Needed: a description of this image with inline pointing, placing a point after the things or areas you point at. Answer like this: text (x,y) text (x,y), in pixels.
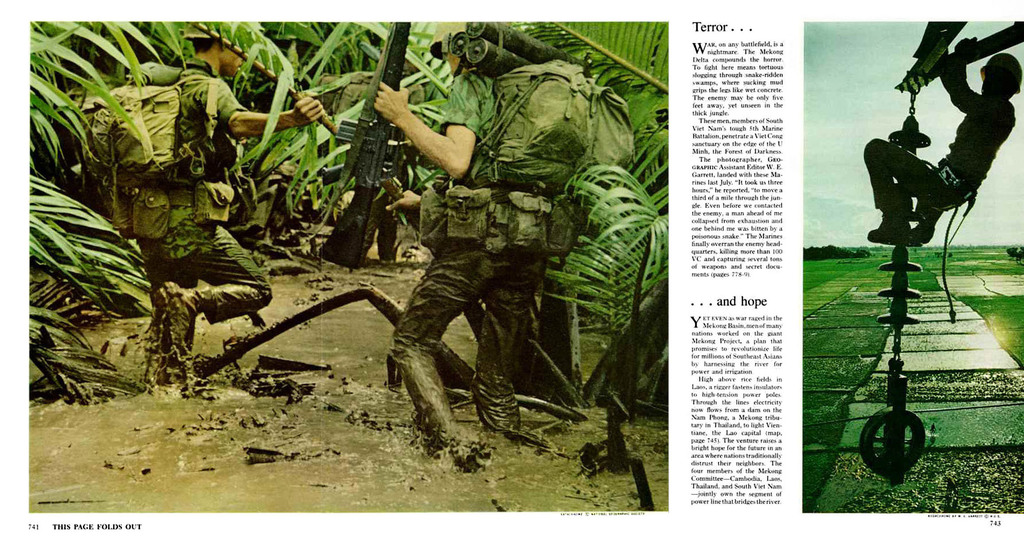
In the picture I can see people (506,292), trees (284,221), the sky (817,227) and some other things (856,276). I can also see something written on the image.
